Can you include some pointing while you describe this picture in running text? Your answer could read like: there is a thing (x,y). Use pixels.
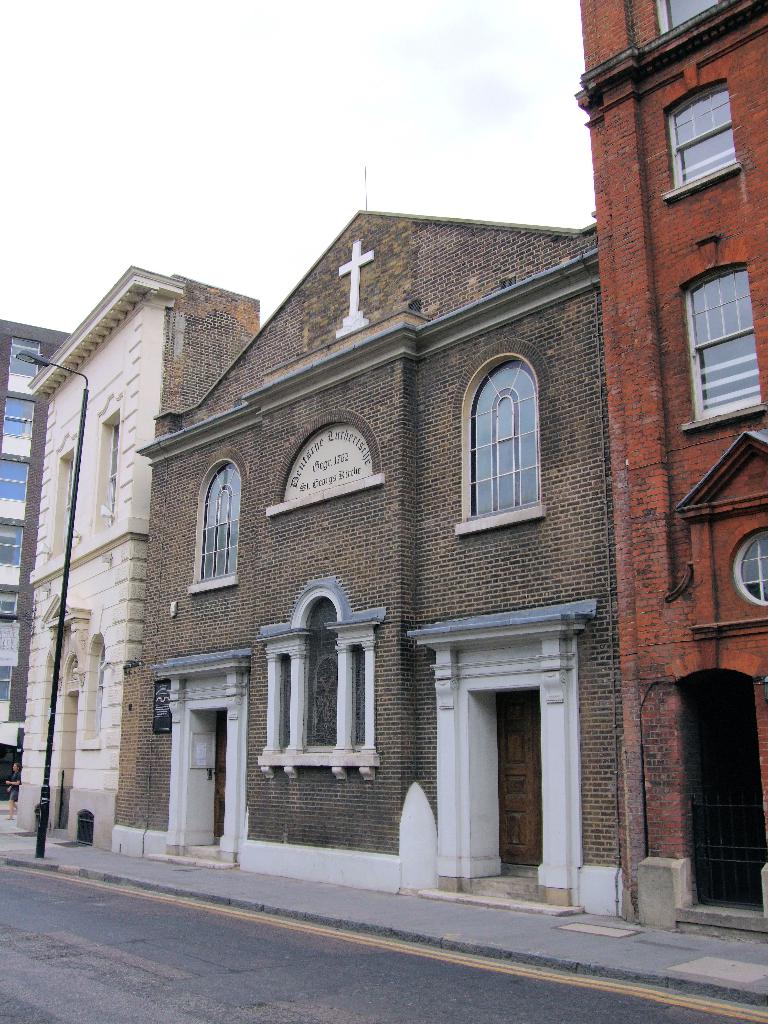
In the picture I can see the buildings (717,257) on the side of the road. I can see the glass windows (482,443) of the buildings (474,372). I can see a wooden door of a house (546,685). I can see the metal grill fence (745,849) on the bottom right side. I can see a light pole (42,808) on the side of the road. There are clouds (208,183) in the sky (421,188). I can see a person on the bottom left side of the picture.
